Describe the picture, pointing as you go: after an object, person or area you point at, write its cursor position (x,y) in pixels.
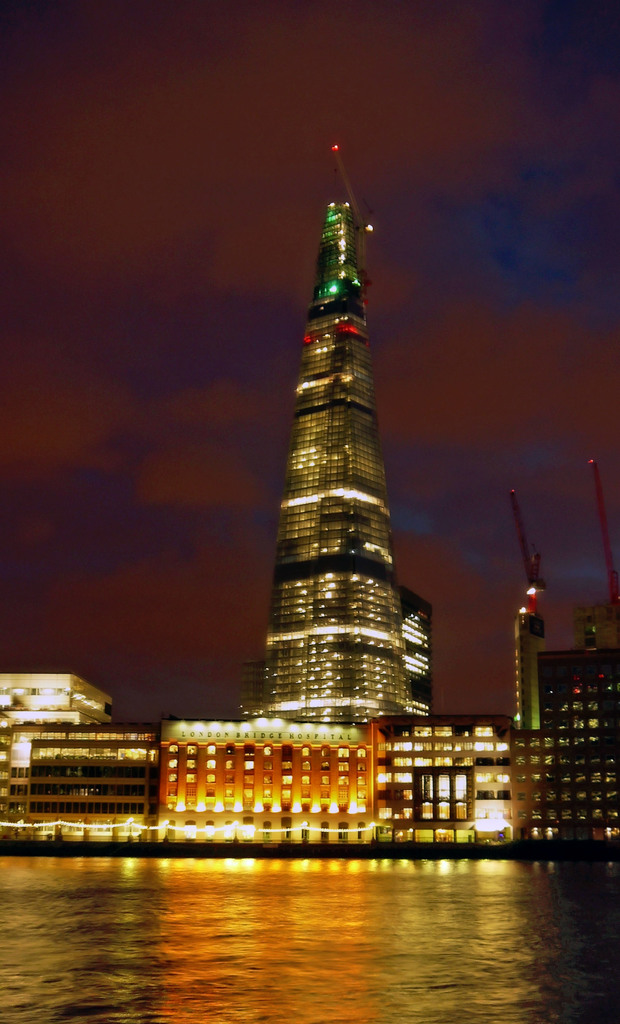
In front of the image there is water (306,982). In the background of the image (302,765) there are buildings (412,647), cranes (606,543), lights (407,763). At the top of the image (220,199) there are clouds (128,265) in the sky (156,326).
